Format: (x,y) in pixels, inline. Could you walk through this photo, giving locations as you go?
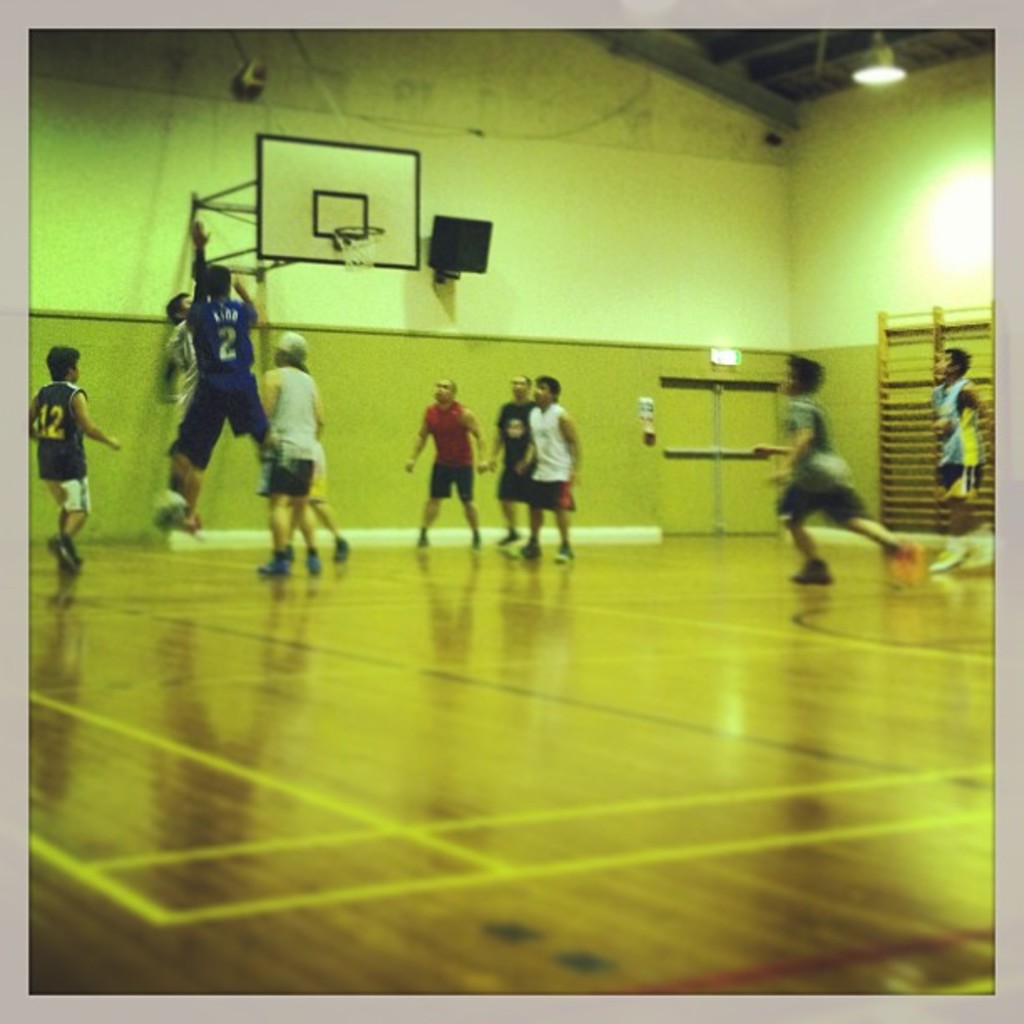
In this image few persons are standing on the floor (874,626). Right side (779,451) a person (831,444) is running. Left side (242,339) two persons (182,354) are jumping in the air. There is a board (313,208) attached to the wall (322,277). A net (363,268) is attached to the board (276,145). Right side (910,444) there is a rack (891,431). Right top there is a light (897,73) attached to the roof (859,60).
